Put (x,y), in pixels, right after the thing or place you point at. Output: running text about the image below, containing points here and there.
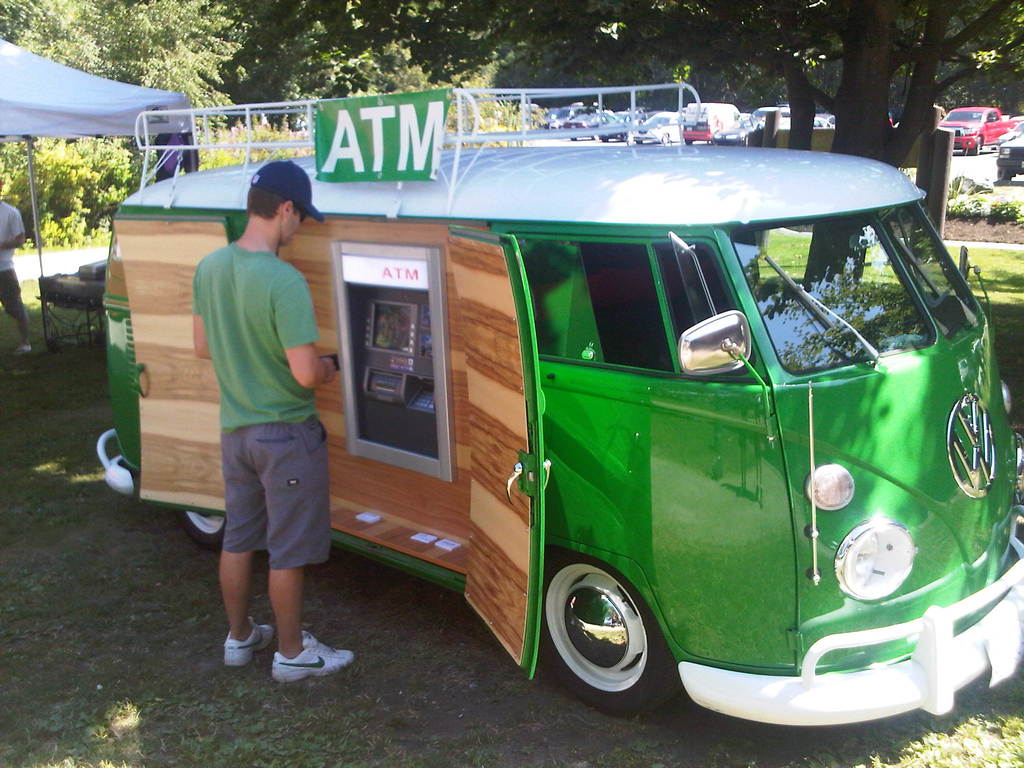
In this picture there is a man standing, in front of him we can see a vehicle (460,275) and board (401,94) attached to the rods (459,128). In the background of the image (564,54) we can see trees (220,95) and vehicles (1023,163). On the left side of the image (17,332) there is a person (24,321) standing and we can see text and objects (76,305).
